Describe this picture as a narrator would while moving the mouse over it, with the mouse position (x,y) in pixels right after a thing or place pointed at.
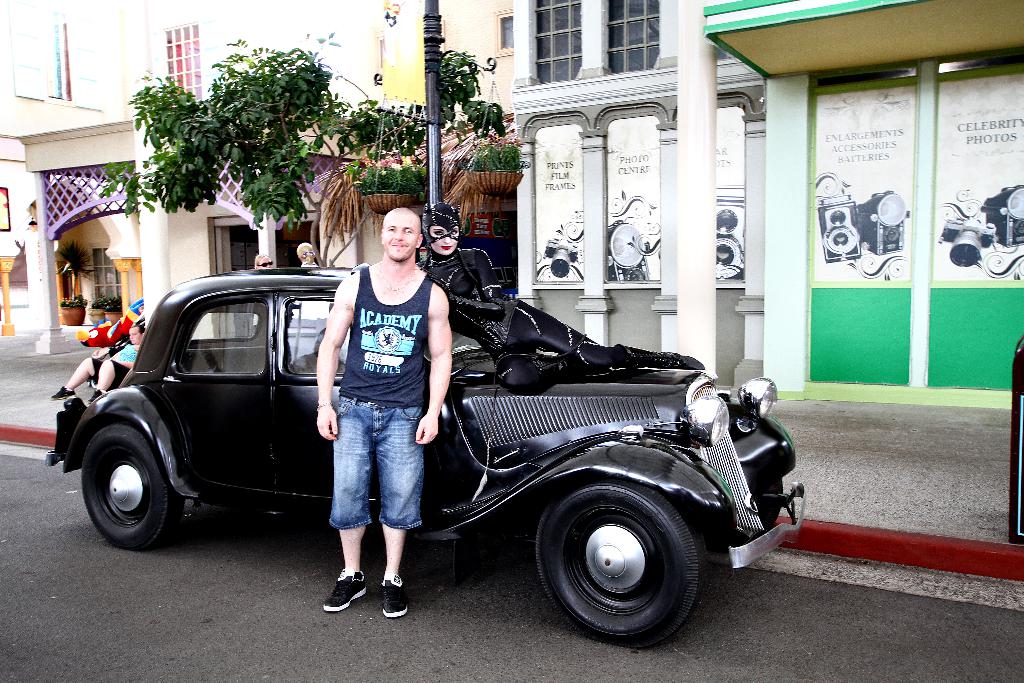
In this image I can see the vehicle (547,573) on the road (306,602). I can see few people (337,351) with different color dresses (398,345). In the background (375,183) I can see the pole (433,198), plant (357,142) and the buildings (637,97) with windows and the boards (636,245).
